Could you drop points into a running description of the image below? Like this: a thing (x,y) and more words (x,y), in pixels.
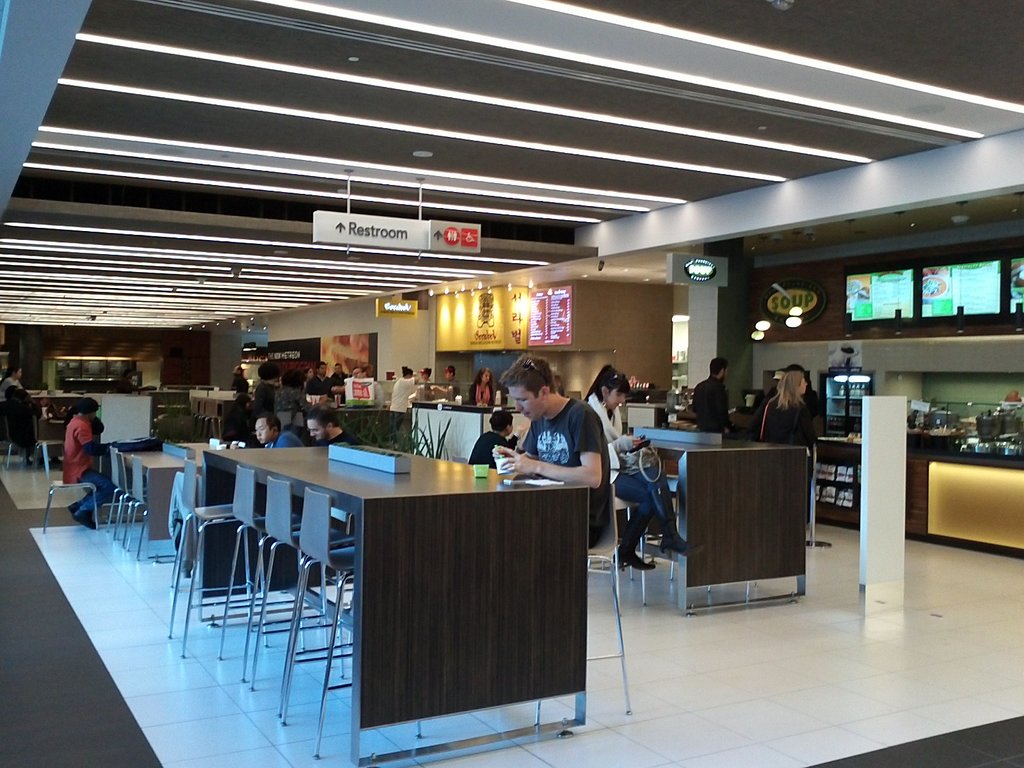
This is a picture of a restaurant (187,376) and group of people (633,487) sitting on the chair (620,506) and there is a table (304,454) visible on the middle of the image (523,510) and on the right side (866,291) i can see a menu screen (882,301), and on the roof (328,255) there is text (405,232) written on the hoarding board (353,241).
